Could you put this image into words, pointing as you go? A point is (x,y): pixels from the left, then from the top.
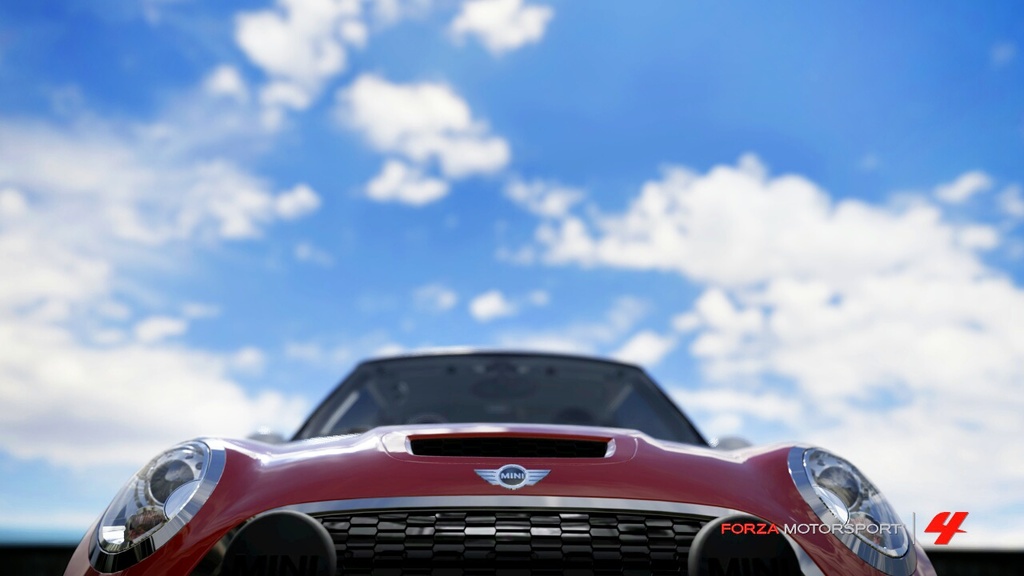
In this image at the bottom (326,517) there is one vehicle (354,454), and there is some text (936,540) at the bottom (729,533) and at the top (606,91) there is sky (734,175).
